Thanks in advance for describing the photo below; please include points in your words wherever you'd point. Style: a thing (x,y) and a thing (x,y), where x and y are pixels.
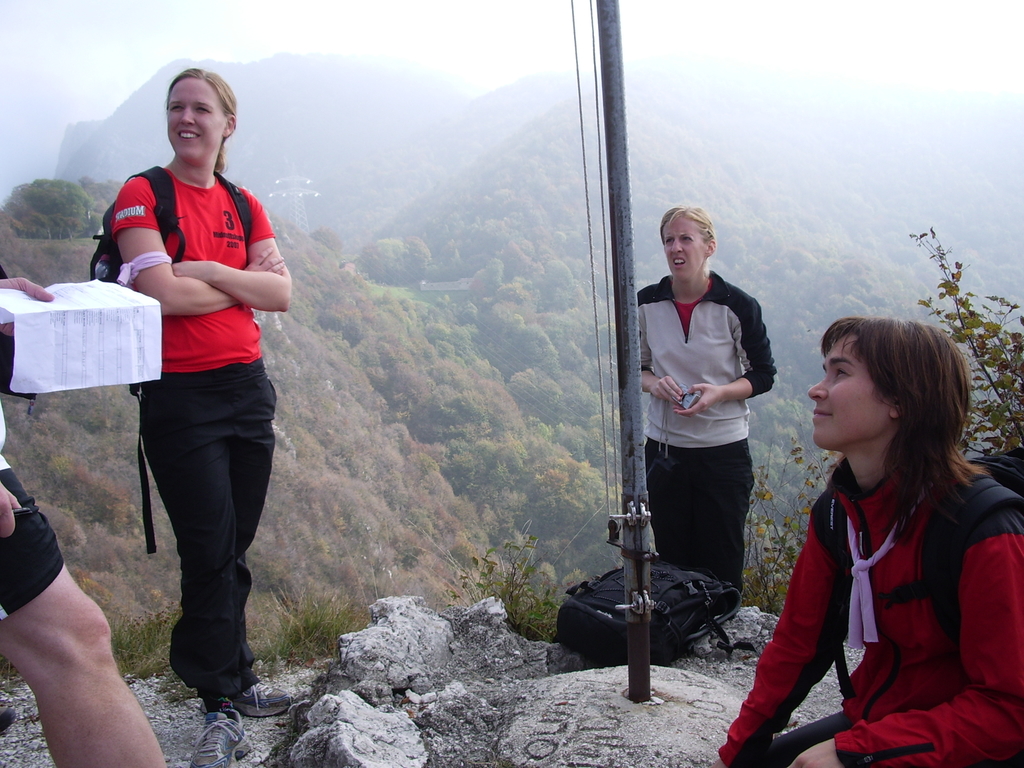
To the right bottom of the image (941,535) there is a lady (923,458) with red jacket (988,588) and a black bag (968,521) is sitting on rock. Beside her to the left side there is a pole (635,656) on the rock (680,689). Behind the pole (643,630) there is a lady (726,340) with white and black jacket (729,349) is standing on the rock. In front of her on the rock (571,684) there is a black bag (671,591). And to the left side of the image (240,618) there is a lady (245,647) with red t-shirt (222,234), black pant (211,400) and a black bag (115,254) is standing and on the rock (182,712). And to the left corner (58,629) there is a person (61,649) with paper (104,313) is standing. Behind the rock (463,643) there is grass (335,618). And in the background (390,232) there are hills (357,279) with trees (387,331).
